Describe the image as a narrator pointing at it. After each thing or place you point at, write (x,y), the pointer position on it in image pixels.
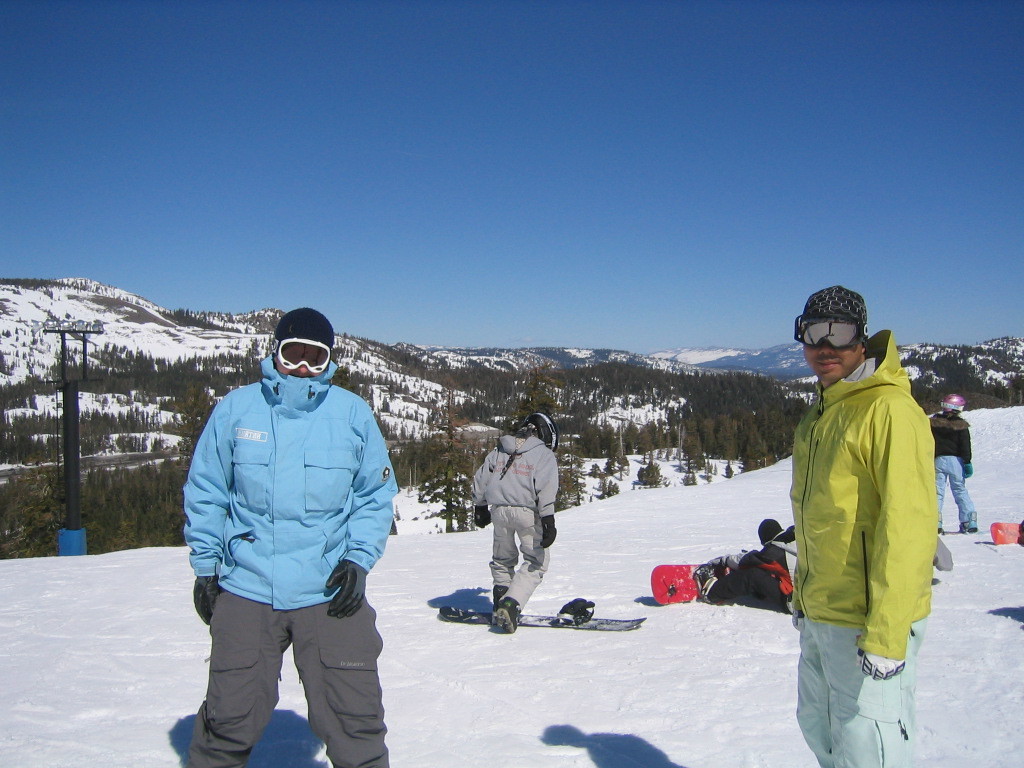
This is the picture of four people (927,540) wearing jackets (281,498) and standing on the snow (286,673) and around there are some trees (410,399).
